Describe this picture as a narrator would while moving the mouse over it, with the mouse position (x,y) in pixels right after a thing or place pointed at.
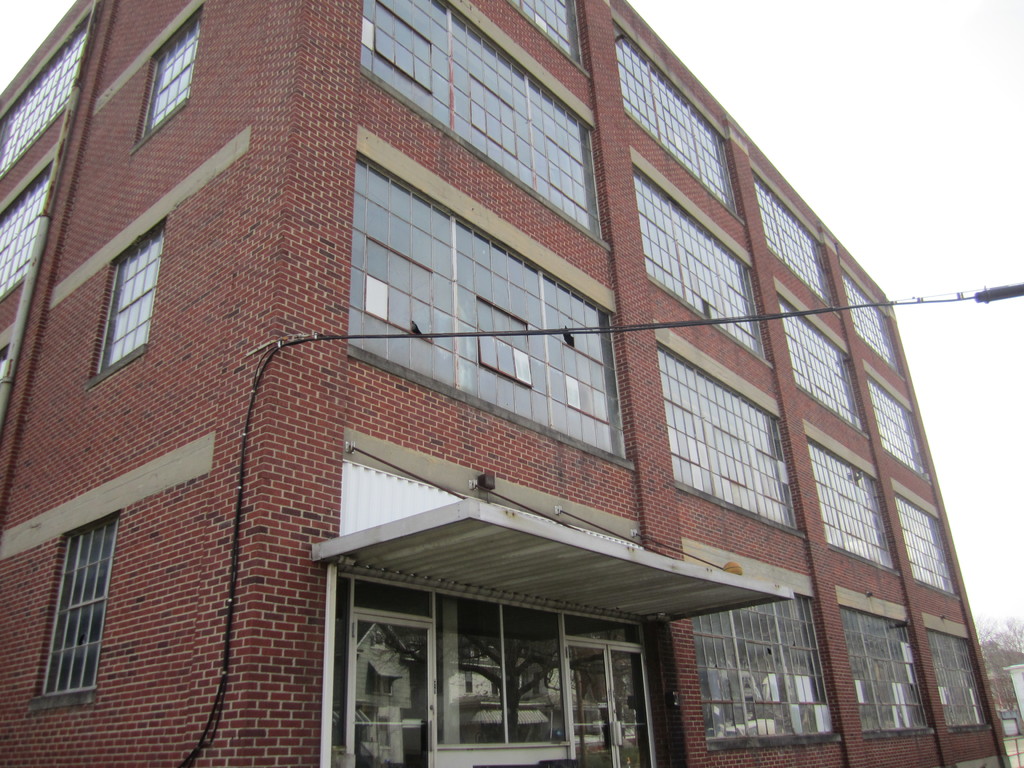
In this picture we can see a building (344,364). There are a few windows (546,644), wires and glasses (476,717) are visible on this building (344,706). We can see the reflection (358,656) of a tree (416,638) and a house (379,641) on these glasses (593,689). There are trees (1023,627) visible on the right side (1003,681).
